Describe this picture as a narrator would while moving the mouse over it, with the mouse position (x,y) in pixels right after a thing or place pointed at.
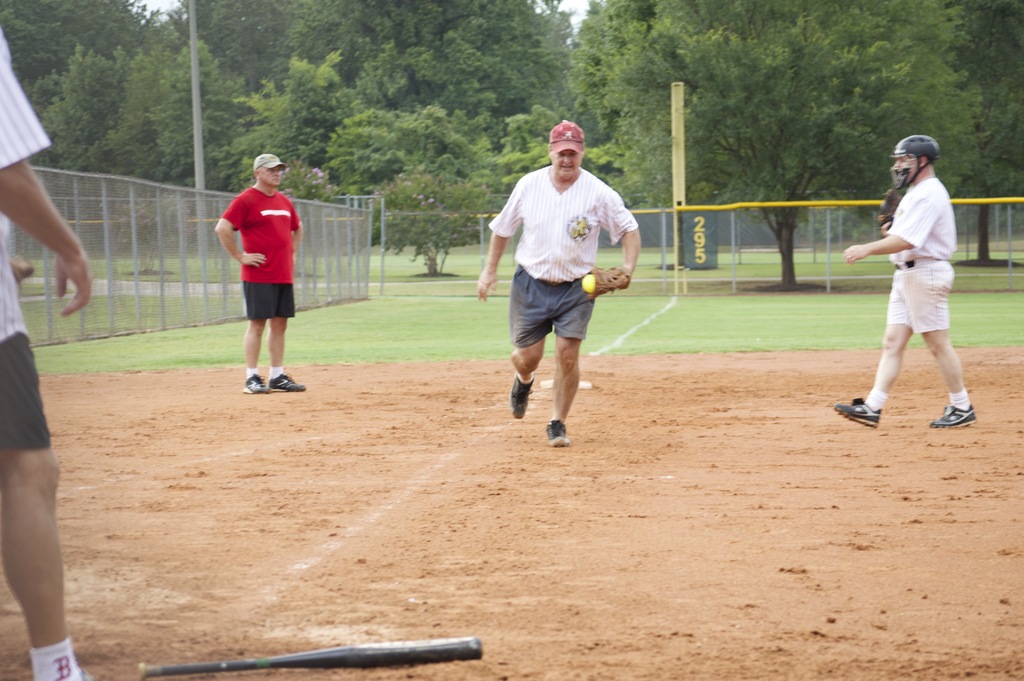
In this image I can see the ground (246,576), a baseball bat (451,654) on the ground (314,632) and few persons (11,394) are standing on the ground (619,303). I can see a person (565,288) is holding a ball (591,278) in his hand (617,290). In the background (737,226) I can see the metal fencing (964,229), few trees (737,195), few poles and the sky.
